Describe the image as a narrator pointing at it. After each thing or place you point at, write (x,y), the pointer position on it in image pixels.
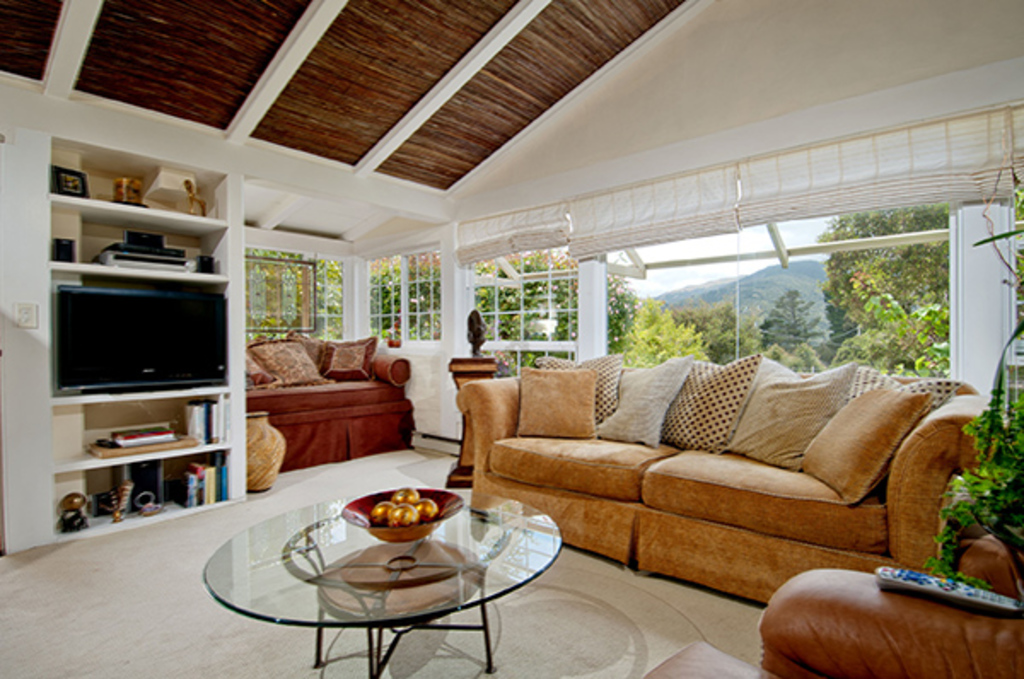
In this image i can see two couches (585,513) and few pillows (693,410) in front of the couch (565,496) there is a table (525,528), a bowl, at the back ground (114,327) i can see a television (111,341) and few books (216,474) on a rack (191,391) at the back ground (663,325) i can see a tree (648,327), a sky (668,259), on the top (467,113) there is a roof (342,122).
